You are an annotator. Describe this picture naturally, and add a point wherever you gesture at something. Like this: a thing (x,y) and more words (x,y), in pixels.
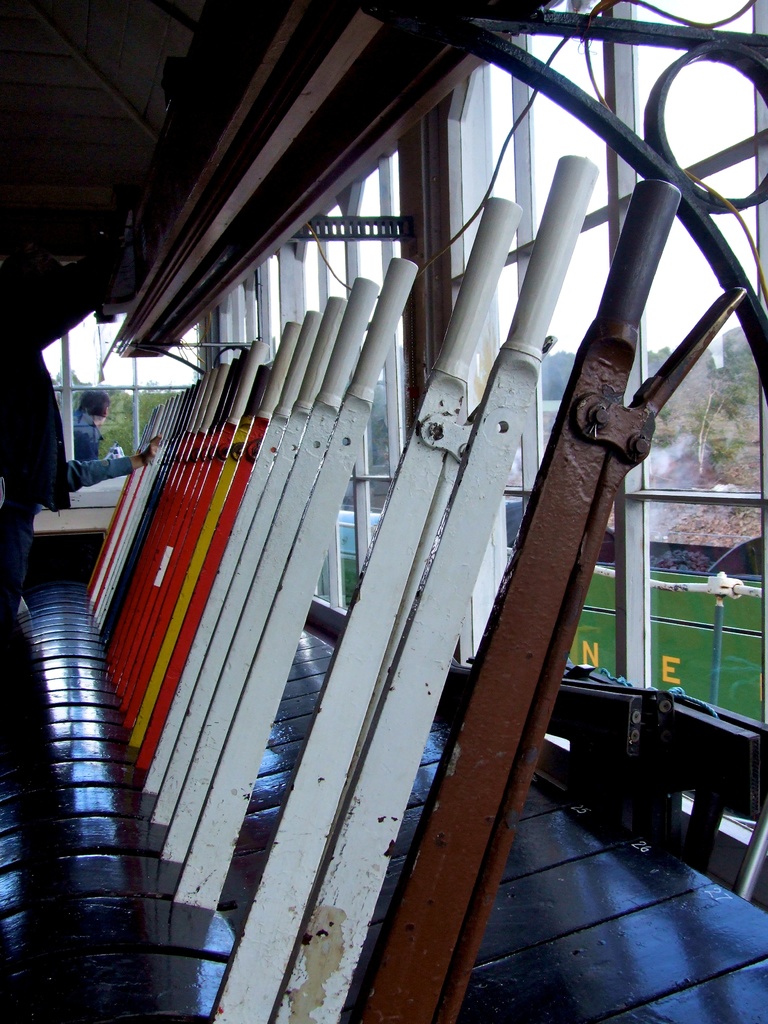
In this picture there are metal objects (329,497) in the center of the image (288,597) and there is a person (5,655) on the left side of the image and there are glass windows (512,291) in the image, there are trees (141,395), grassland (688,517), and a person (87,393) outside the window (364,531).
